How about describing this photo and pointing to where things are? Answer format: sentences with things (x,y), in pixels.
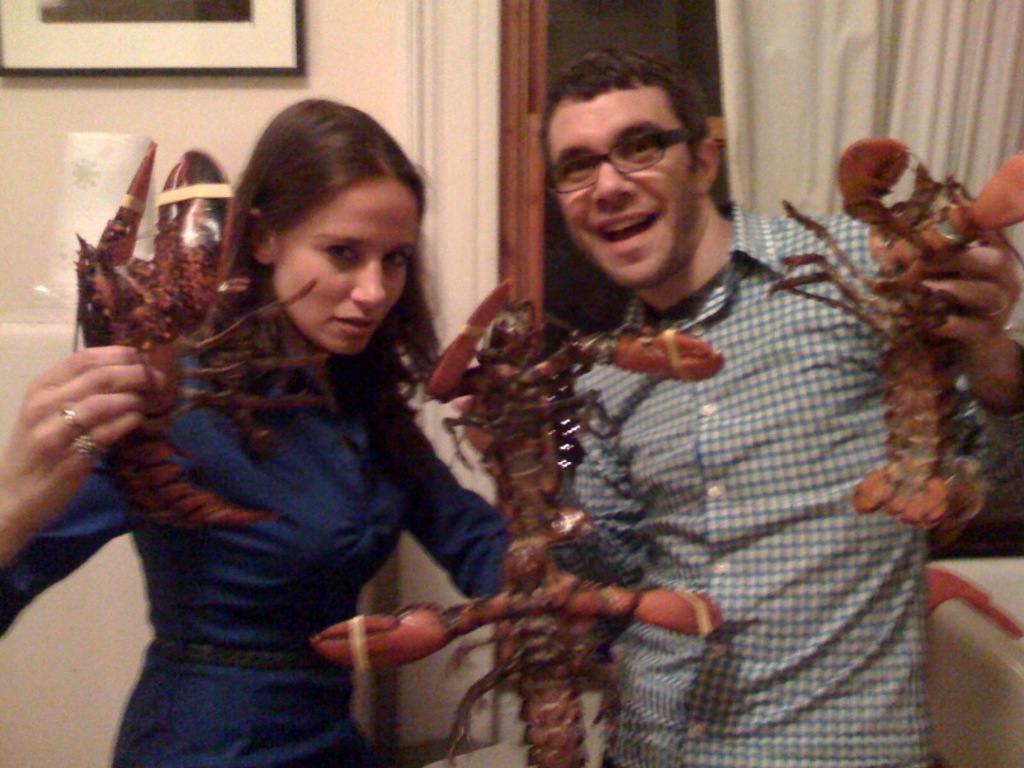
In this image there is a couple (450,537) holding lobsters (557,508) in their hands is posing for the camera with a smile on their face (645,265), behind them there is paper napkin (97,163), above the paper napkin (112,158) there is a photo frame (255,42) on the wall (377,88) and there are curtains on the glass window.
